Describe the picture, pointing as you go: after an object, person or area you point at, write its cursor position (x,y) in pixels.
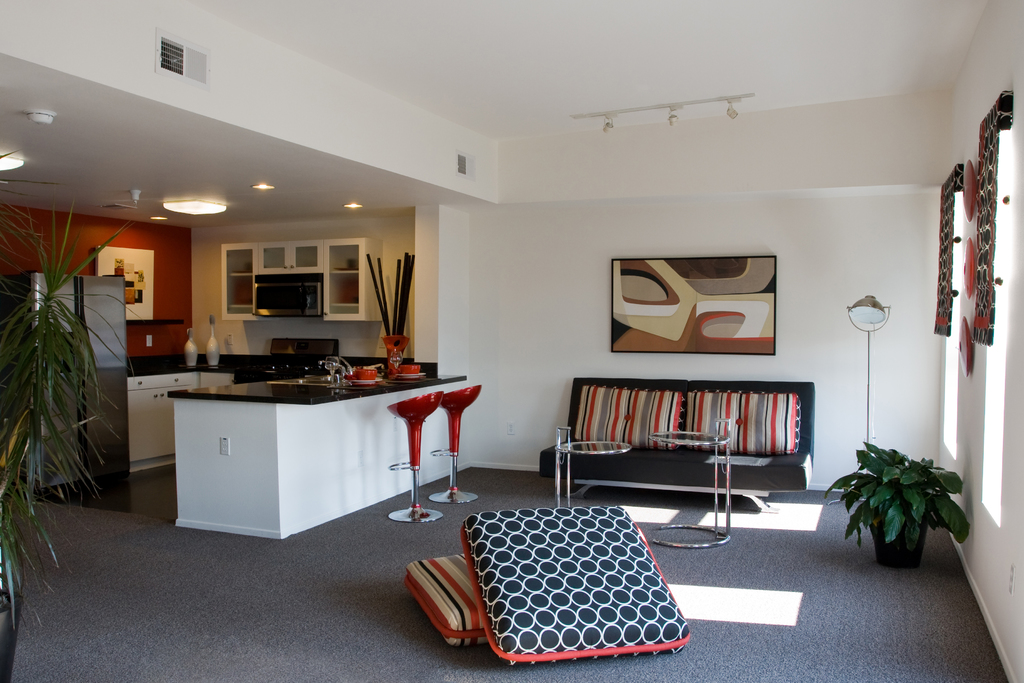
In this image, we can see pillows (562,584), plant (919,499) on right side (919,499). There is a cloth (938,303) is hanging and a lamp (864,319). Center of the image (588,441), there is a couch (641,460), tables (716,442), chairs (414,428). And there is a platform (295,397). Kitchen platform (282,392). The background (672,305), there is a photo frame (690,312). Left side (99,329), there is a plant (37,400), refrigerator (113,327). Some show pieces (209,350) are placed on platform (198,360). Here there is a microwave oven (275,294) and cupboard (351,250). At roof (393,187), white color roof (223,188) and lamps (197,207), lights (178,206).
